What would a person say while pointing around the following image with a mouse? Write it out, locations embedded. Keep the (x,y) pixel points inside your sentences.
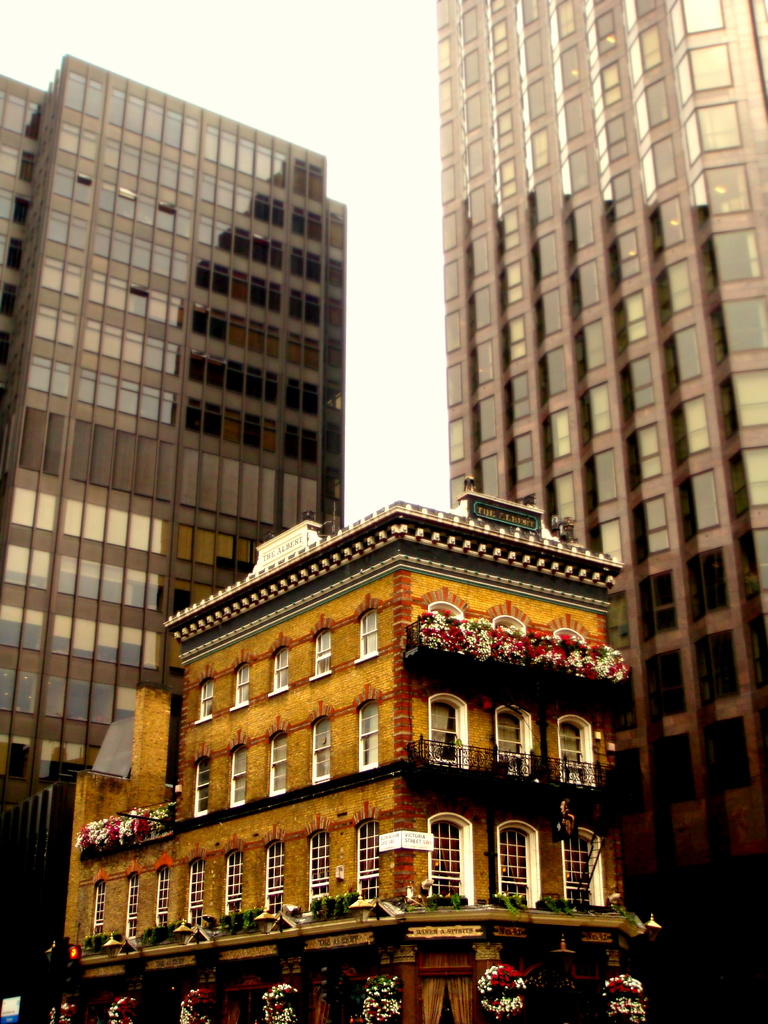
In this image I can see few buildings (596,408) and in the front (71,1013) I can see number of flowers (548,665) on the building (391,786).
